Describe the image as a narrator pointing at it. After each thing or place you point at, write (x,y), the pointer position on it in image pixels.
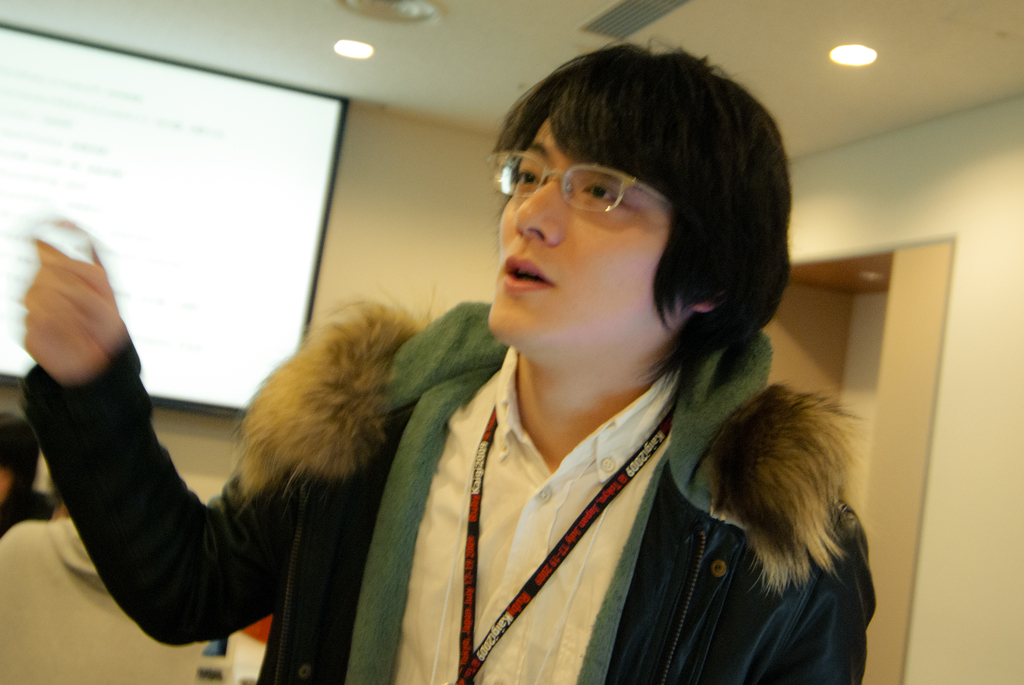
In this image we can see a person (798,450) wearing spectacles (667,197) and behind there are few people (102,676) in the room (344,211) and we can see a screen (327,211) on the left side of the image (212,405) and there are some lights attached to the ceiling (953,69).
